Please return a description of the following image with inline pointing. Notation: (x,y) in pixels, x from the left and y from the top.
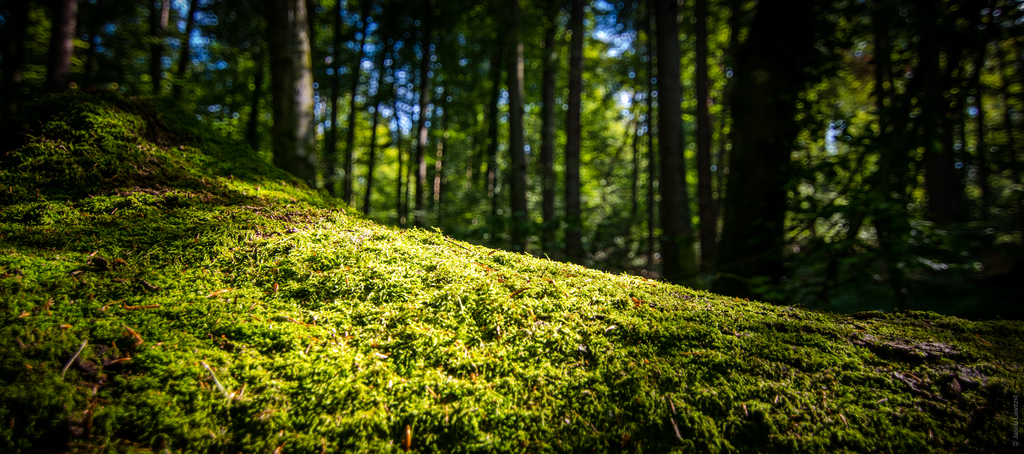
In this image in the center (455,290) there is grass (409,315) on the ground (565,367) and in the background (431,187) there are trees (575,145).
